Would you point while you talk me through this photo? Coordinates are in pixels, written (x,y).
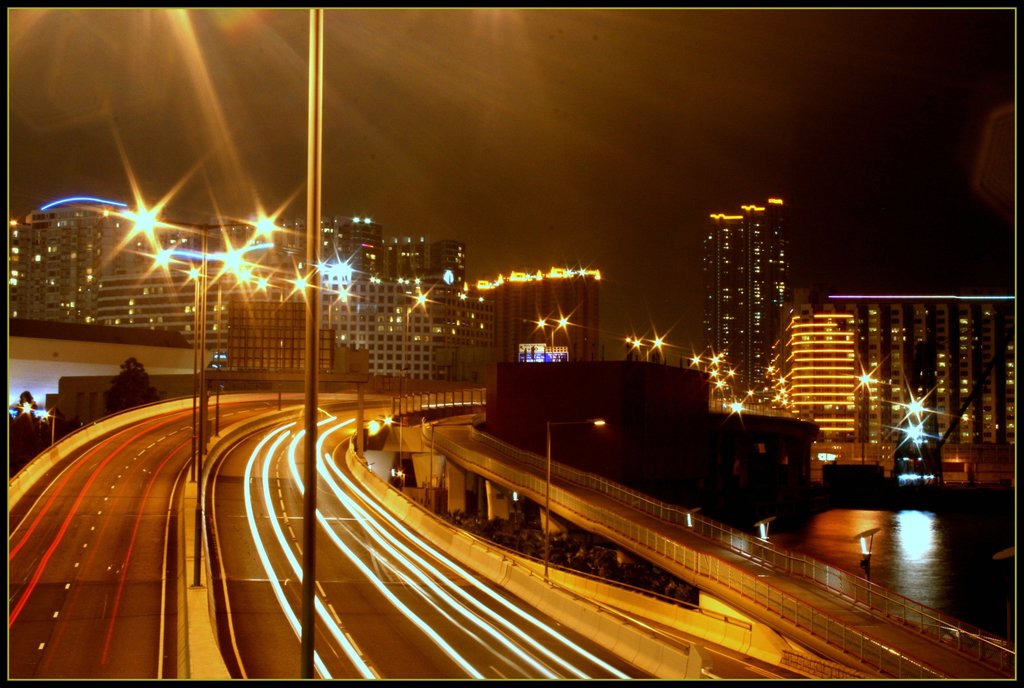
In the picture we can see a night view of the street (61,627) with roads (150,600), flyovers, poles (318,148), lights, buildings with lights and a water (949,588) near to it.
